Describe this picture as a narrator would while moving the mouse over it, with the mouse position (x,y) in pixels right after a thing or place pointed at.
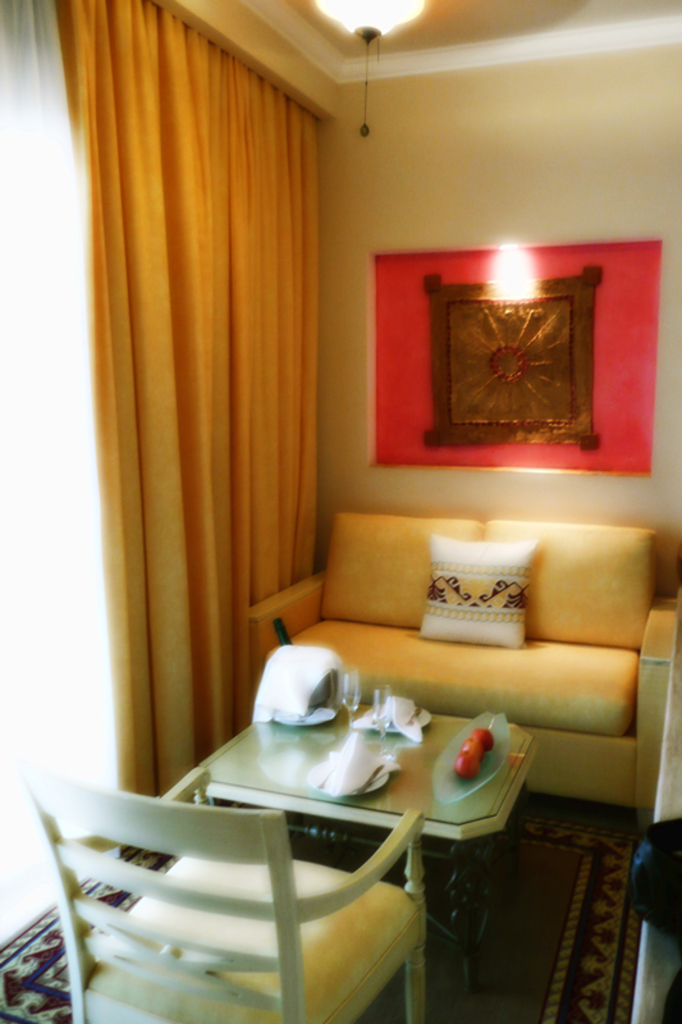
This picture is taken inside a room (563,121). There is a couch (591,635), a table (426,786) and chair (257,924) in the room (256,920). On the table (297,787) there are glasses (345,693), plates (457,742) and apples (466,748). On the couch (476,596) there is a cushion (454,599). On the floor (550,884) there is a carpet (570,923). On the wall (644,169) there is a frame (576,433). To the left corner of the image (209,336) there is curtain (140,364). To the top (381,10) there is chandelier (344,6).
